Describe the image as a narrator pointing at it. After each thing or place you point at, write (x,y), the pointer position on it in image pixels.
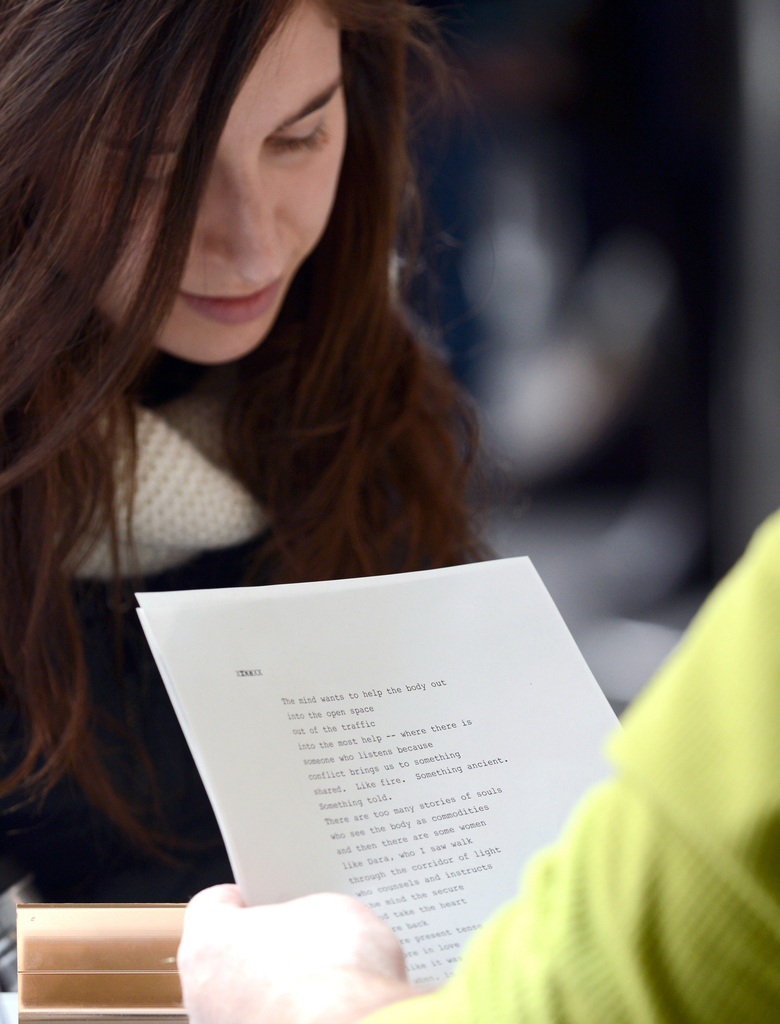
In this image I can see two persons (678,915), one is holding papers (419,761) in their hand (307,940). The background (613,476) is dark in color. It looks as if the image is taken in a hall (623,467).
